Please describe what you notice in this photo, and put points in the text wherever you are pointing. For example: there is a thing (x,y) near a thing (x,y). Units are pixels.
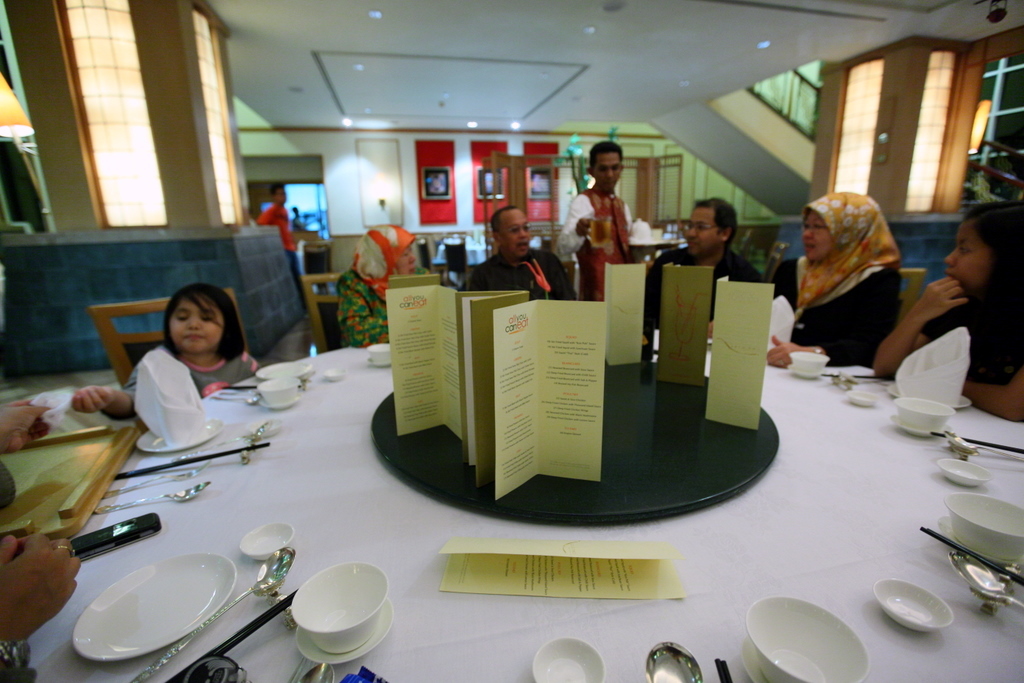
In the foreground of the image (598,471) we can see a group of bowls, cups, spoons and some papers (556,441) with text (570,372) are placed on the table (729,618). In the center of the image (653,283) we can see a group of people (847,306) sitting on chairs (327,336). In the background (587,226), we can see two persons (275,222) are standing. One person (602,208) is holding a jug (603,237) in his hand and a tray (658,240) containing objects (647,234), group of photo frames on wall (392,159), pillars (907,137), staircase (740,107), window (1018,90) and some lights (221,135).
